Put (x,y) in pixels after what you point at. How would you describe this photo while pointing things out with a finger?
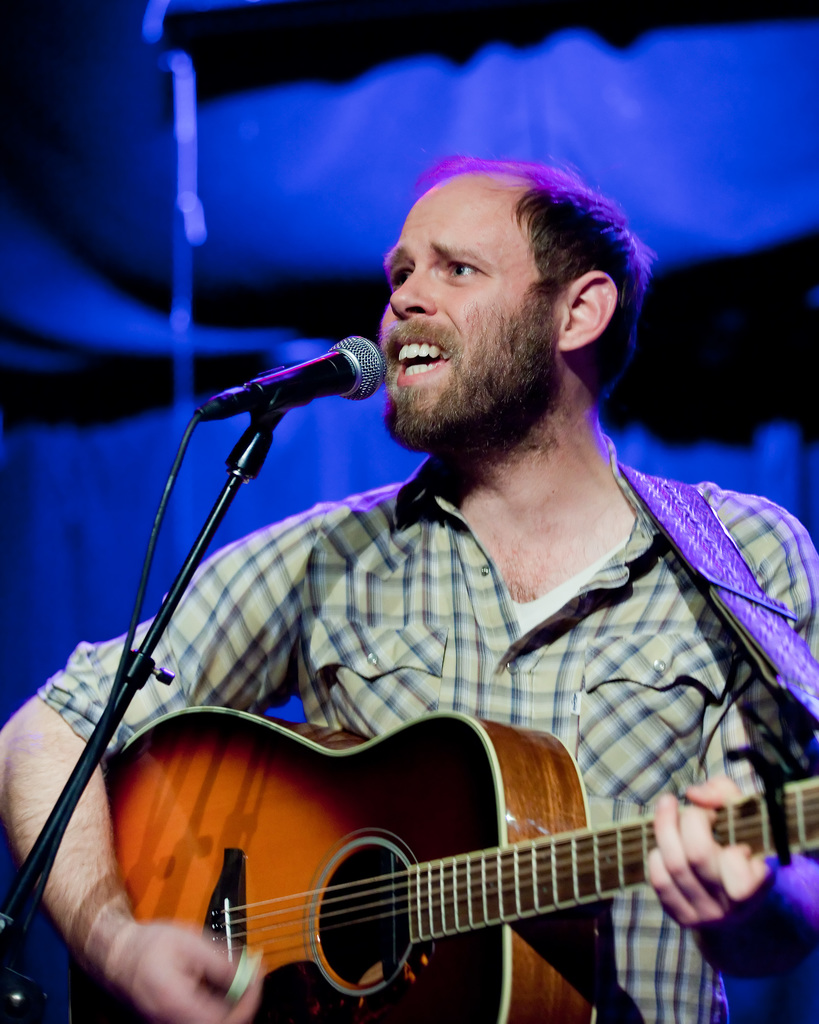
This is the picture of a guy (475,591) who is holding the guitar (289,754) and playing it in front of the mic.
